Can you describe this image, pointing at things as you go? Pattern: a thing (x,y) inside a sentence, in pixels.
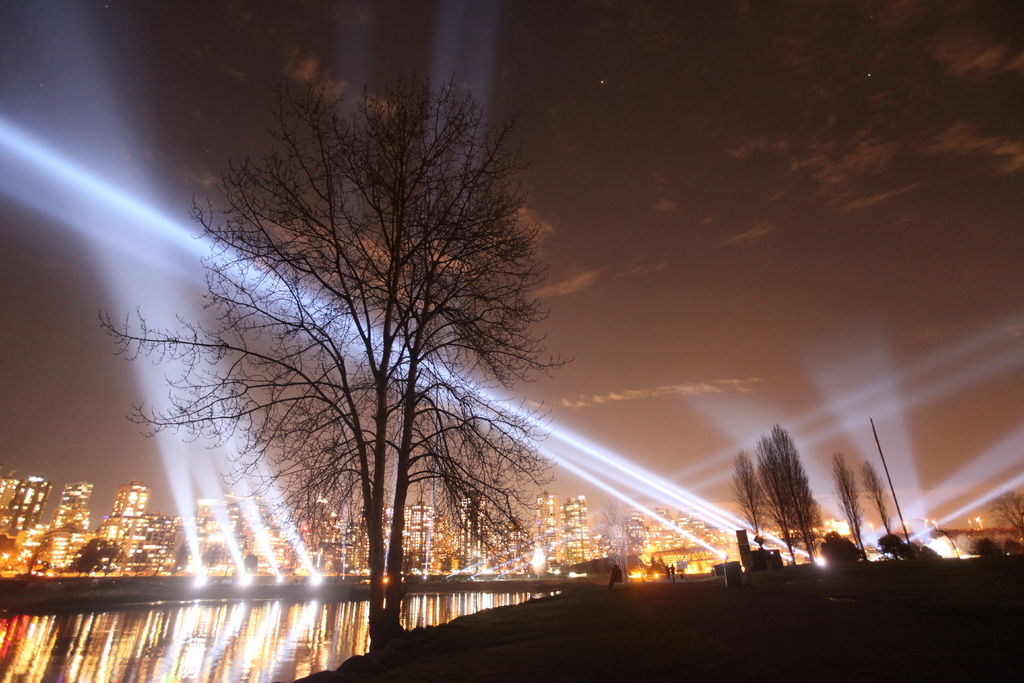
As we can see in the image there is a clear sky (737,129) and in between there is a tree (395,551) below that there is a water (226,627). Beside the water (348,614) there are lights (198,567) which are projected upwards behind the lights (311,580) there are buildings (78,525) and they are all lighted. Beside the tree (376,532) there is a road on which there are lights (785,549) which are projected diagonally upwards and in front of them there are trees (786,525).
